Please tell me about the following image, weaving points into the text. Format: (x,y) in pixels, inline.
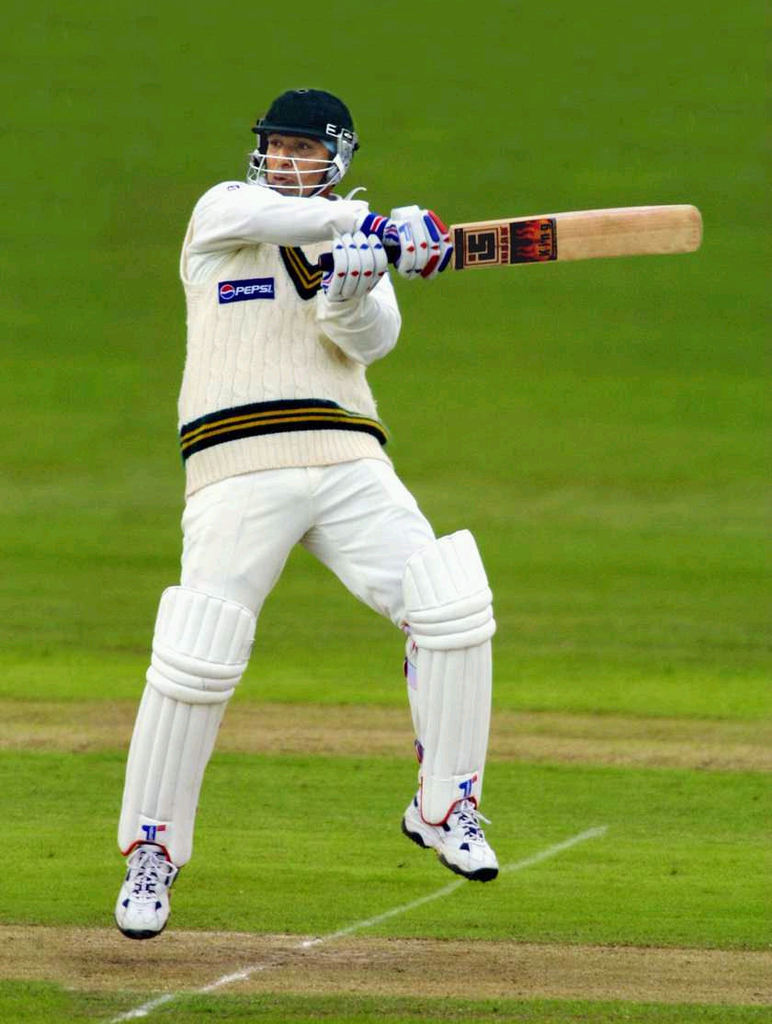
This is the man (335,325) holding a cricket bat (510,218) and jumping. I think he is playing cricket. He wore a helmet (310,135), T-shirt (276,256), trouser (222,562), leg guard (209,605), batting gloves (420,243) and shoes (473,853). This is the grass (629,841).
